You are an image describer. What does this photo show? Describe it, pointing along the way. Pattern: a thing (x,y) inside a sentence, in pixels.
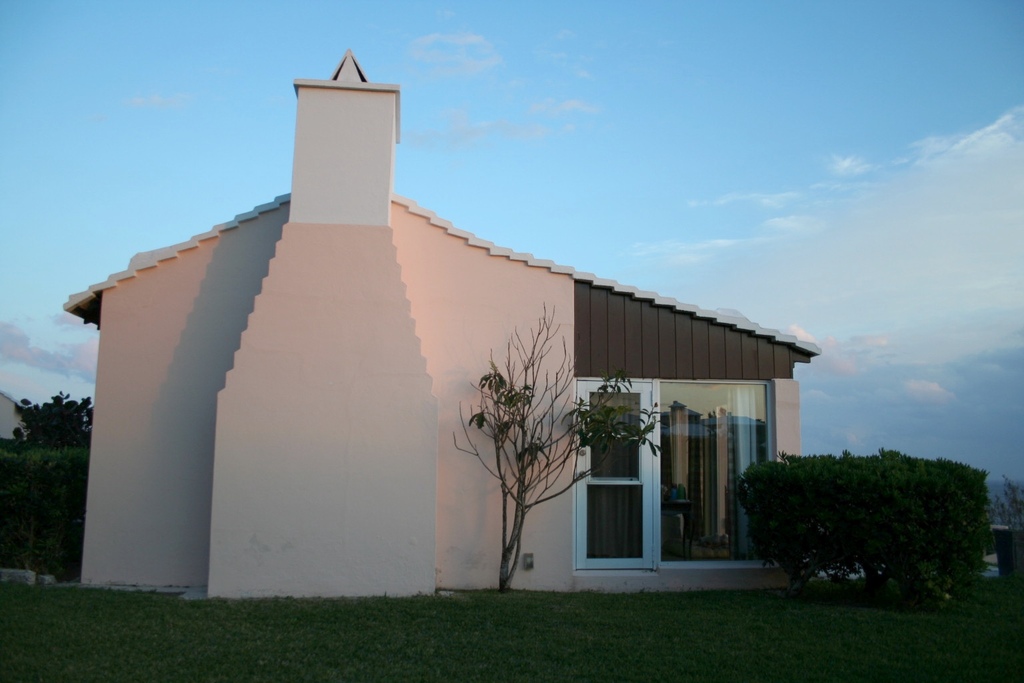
This picture might be taken from outside of the house (388,553). In this image, on the right side (850,548), we can see some trees (850,548) and plants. On the left side (55,426), we can also see some trees (86,425), plants (73,433) and a building (4,402). In the middle of the image (554,304), we can see a house (488,437), trees (496,420), glass door (652,437), glass window (712,454). At the top (735,123), we can see a sky (739,120) which is a bit cloudy, at the bottom (472,667), we can see a grass (476,602).
